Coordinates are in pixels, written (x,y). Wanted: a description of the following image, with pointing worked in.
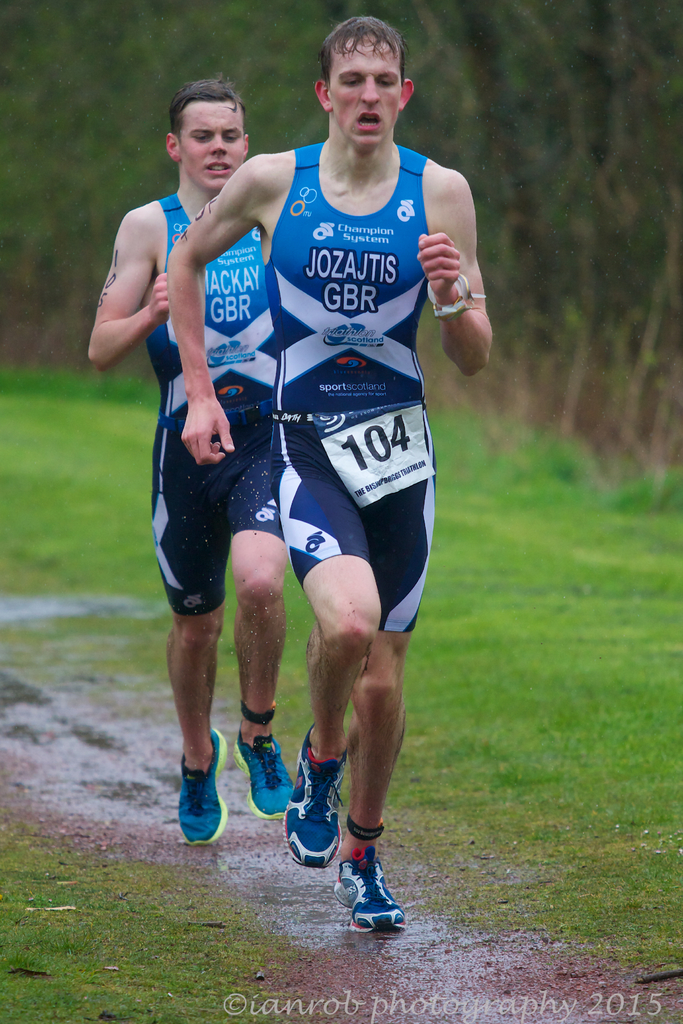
This picture is clicked outside. In the center (402,680) we can see the two persons (227,175) wearing blue color t-shirts (274,269) and running on the ground (605,806). In the background (556,527) we can see the green grass (545,515), trees (536,218) and in the bottom right corner (543,1003) we can see the watermark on the image.
